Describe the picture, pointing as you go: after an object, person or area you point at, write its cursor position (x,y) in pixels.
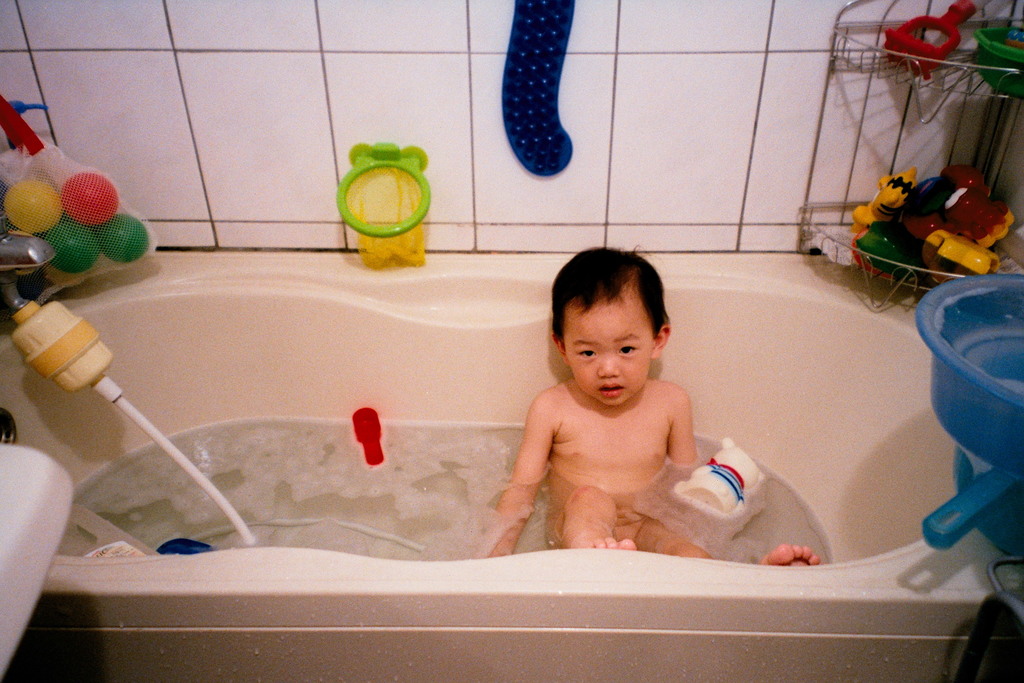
In this picture we can see a baby (592,303) in a bathtub (682,585) and objects (362,453) in the water (539,491). Here we can see balls (99,215) in yellow, red and green color. We can see few objects (926,223) here. These are tiles (773,144).
